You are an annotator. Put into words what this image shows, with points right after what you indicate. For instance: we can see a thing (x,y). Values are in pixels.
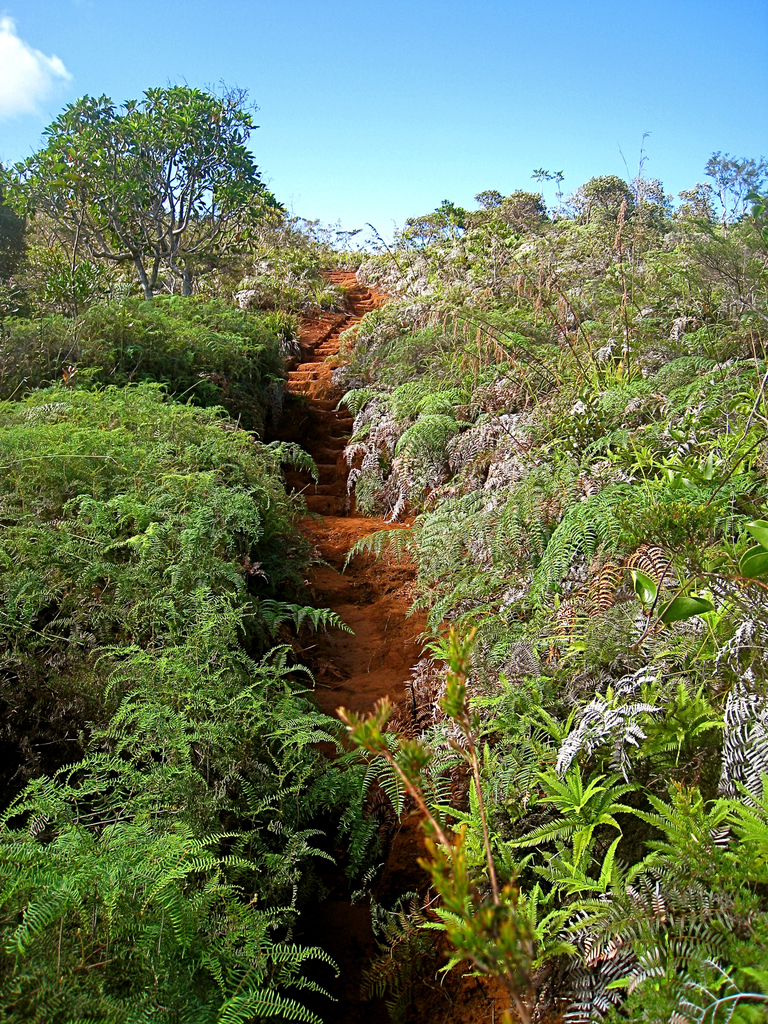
In this picture we can see trees (131,195), soil (343,433) and in the background (23,81) we can see the sky (453,118).
